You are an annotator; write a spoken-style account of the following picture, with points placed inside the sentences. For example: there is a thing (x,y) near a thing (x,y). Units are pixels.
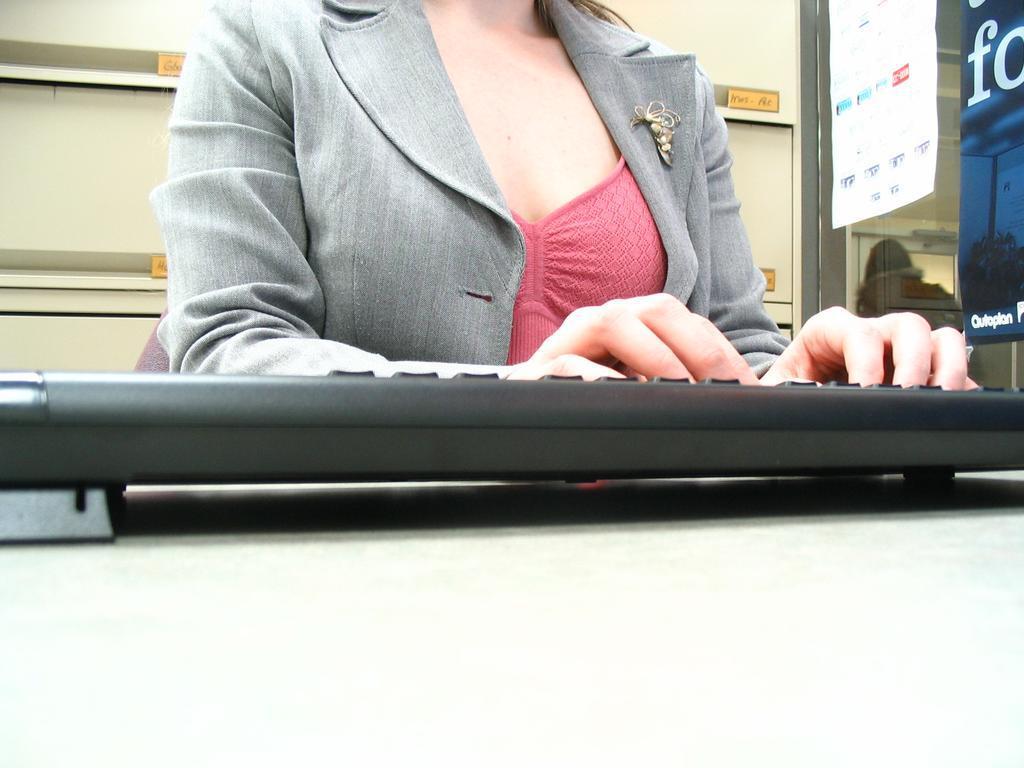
In this image, there is a person (404,355). We can see the person (451,352) sitting. We can see a keyboard (564,447) on an object (484,488). In the background (125,268), we can see the wall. We can also see some posters (887,71) with text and images (1013,163). We can also see some glass (885,311).
